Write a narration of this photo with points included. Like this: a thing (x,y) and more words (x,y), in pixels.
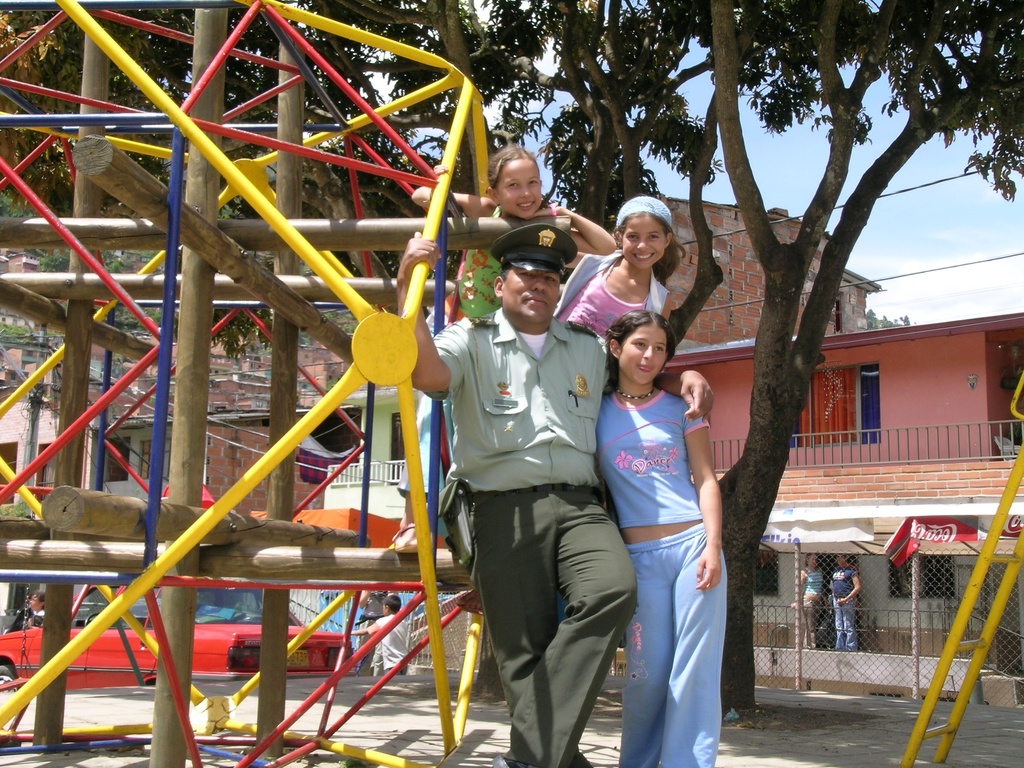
As we can see in the image there are trees (787,20), buildings (983,406), fence (824,642), few people (518,706) standing in the front (526,748), an iron equipment (79,432) and on the top (923,239) there is sky (935,303).
